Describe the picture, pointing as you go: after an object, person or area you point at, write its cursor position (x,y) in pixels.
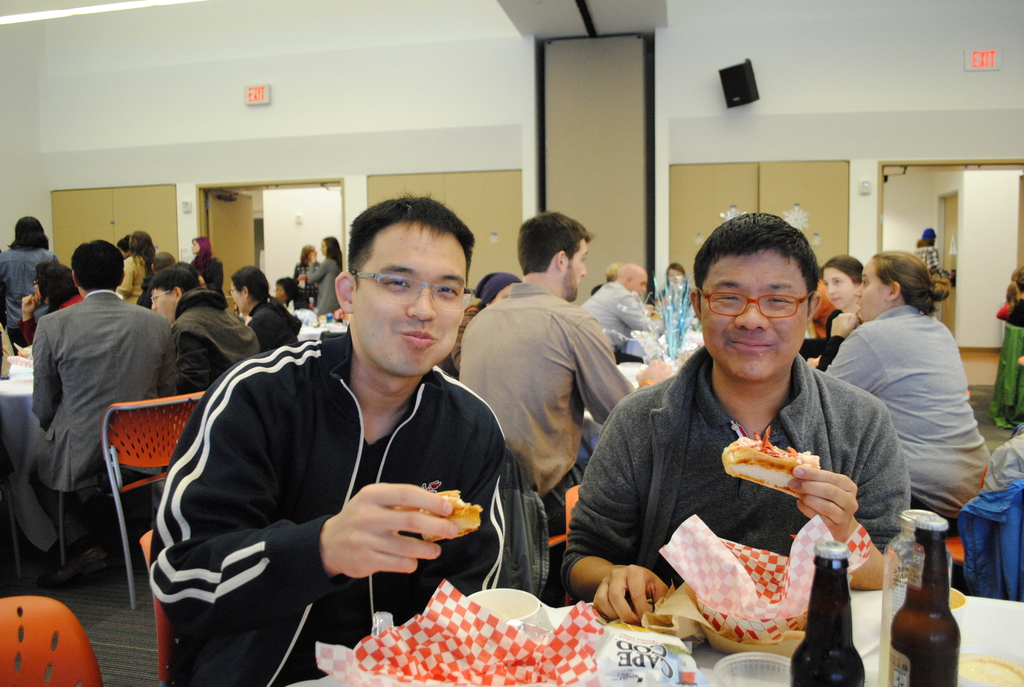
In the image there are two men (410,387) sitting in front of table (1010,604) with hot dogs (768,478) in their hands (430,519) and there are soft drinks (912,677), glasses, tissues (547,650) on the table (1020,627), in the back (903,313) there are many people (605,348) sitting in a similar way, it seems to be in a restaurant (969,266), there are doors (723,203) in the back wall (66,20).
